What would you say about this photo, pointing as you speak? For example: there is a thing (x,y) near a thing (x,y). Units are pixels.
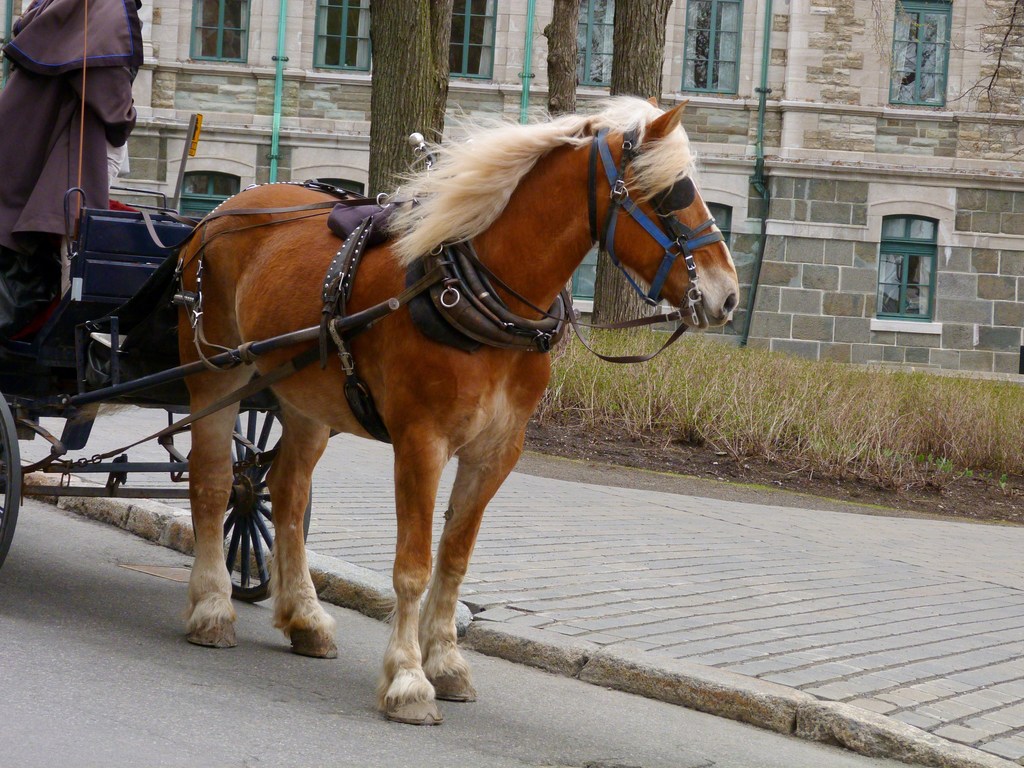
In this image there is a horse cart (96,347), on that there is a person (80,73) standing, in the background (989,601) there is a path (587,516), trees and building (957,160).
